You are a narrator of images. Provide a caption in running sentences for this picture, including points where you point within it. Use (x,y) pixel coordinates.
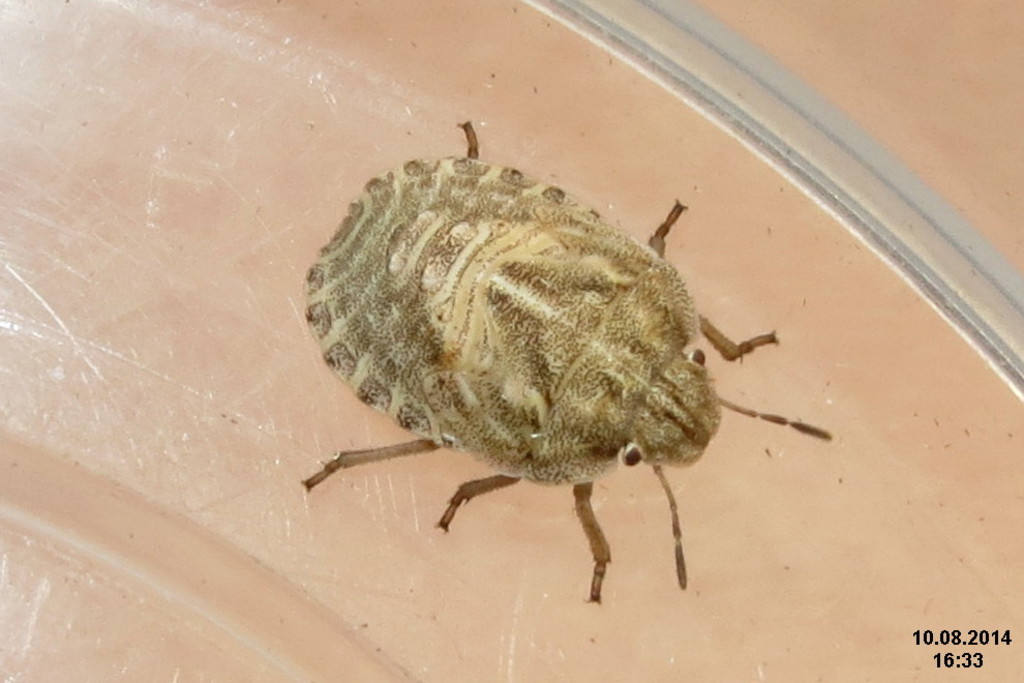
In this image we can see an insect (467,410) on the table (434,458).
